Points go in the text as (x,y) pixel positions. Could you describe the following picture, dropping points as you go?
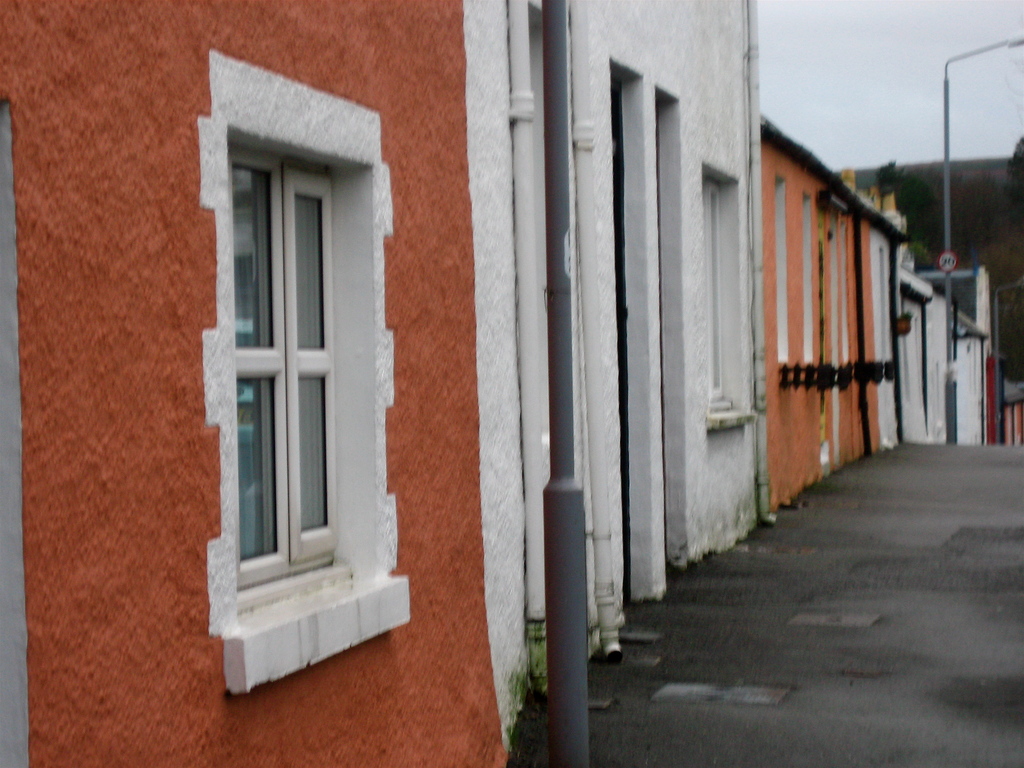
In this image there are houses (345,208), poles (947,206), sign board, road (921,509), trees (966,208), and in the background (918,50) there is sky (817,56).
